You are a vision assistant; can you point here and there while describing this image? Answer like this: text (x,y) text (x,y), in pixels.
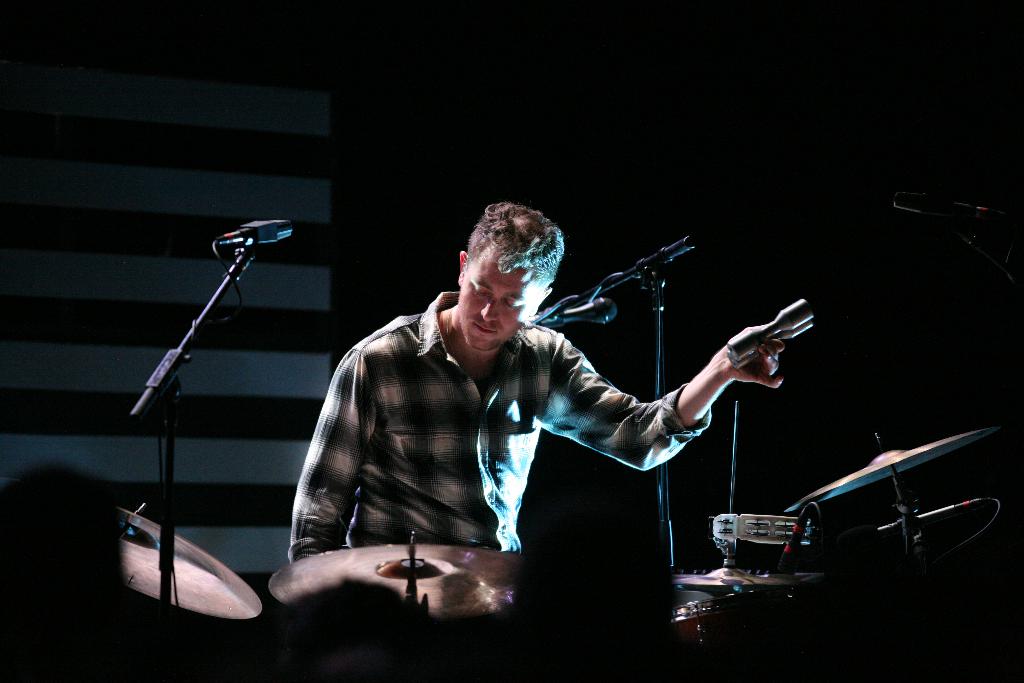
At the bottom of the image (797,507) there are some drums (769,603) and microphones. Behind them a person (433,494) is sitting and holding something in his hand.
